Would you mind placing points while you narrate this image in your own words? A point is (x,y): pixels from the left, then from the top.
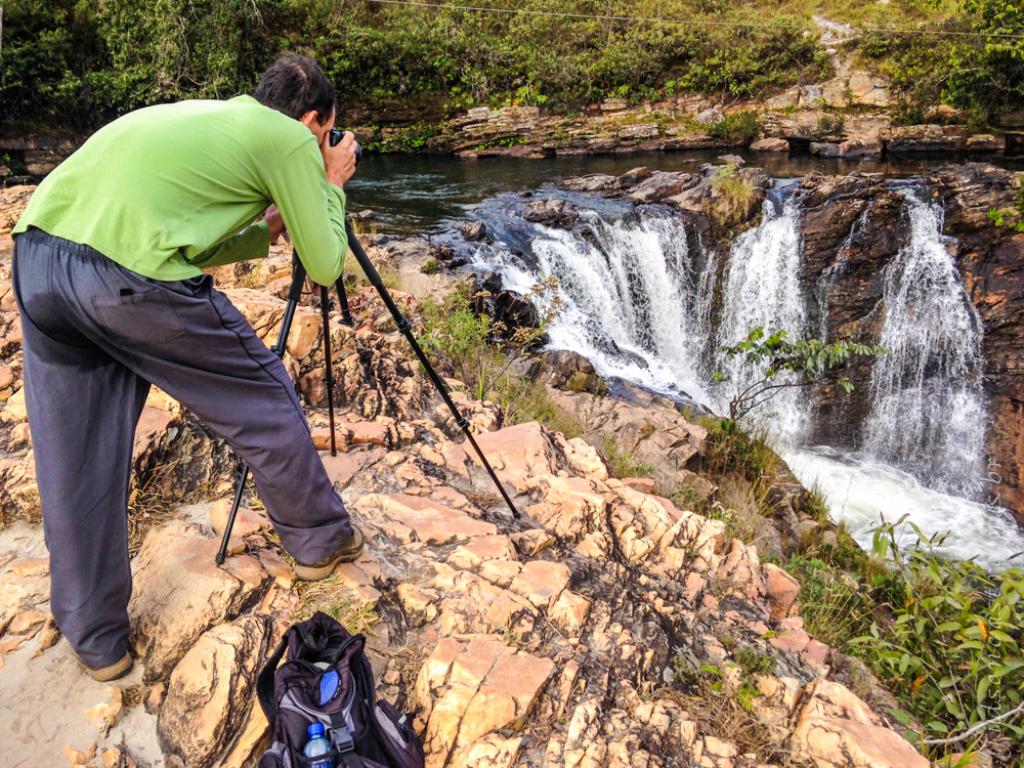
In this picture we can see a man (62,432) standing on rocks (5,252) and holding a camera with his hands (324,163), bag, tripod stand (331,409), water (441,174) and in the background (160,20) we can see trees (312,48).
